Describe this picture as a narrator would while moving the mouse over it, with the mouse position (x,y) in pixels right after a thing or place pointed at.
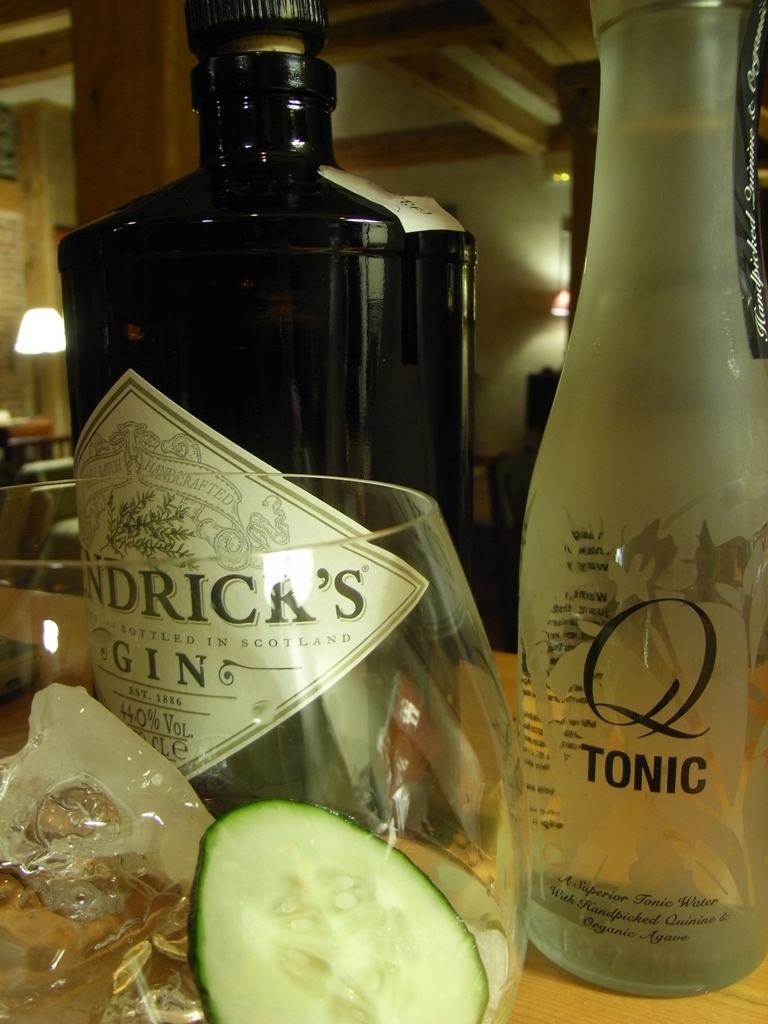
In this picture we can see two bottles (423,478) and glass (298,589) with cucumber slice (312,892) and ice (166,827) in it and in background (140,93) we can see pillar (76,188), light (55,322), wall (475,212).
